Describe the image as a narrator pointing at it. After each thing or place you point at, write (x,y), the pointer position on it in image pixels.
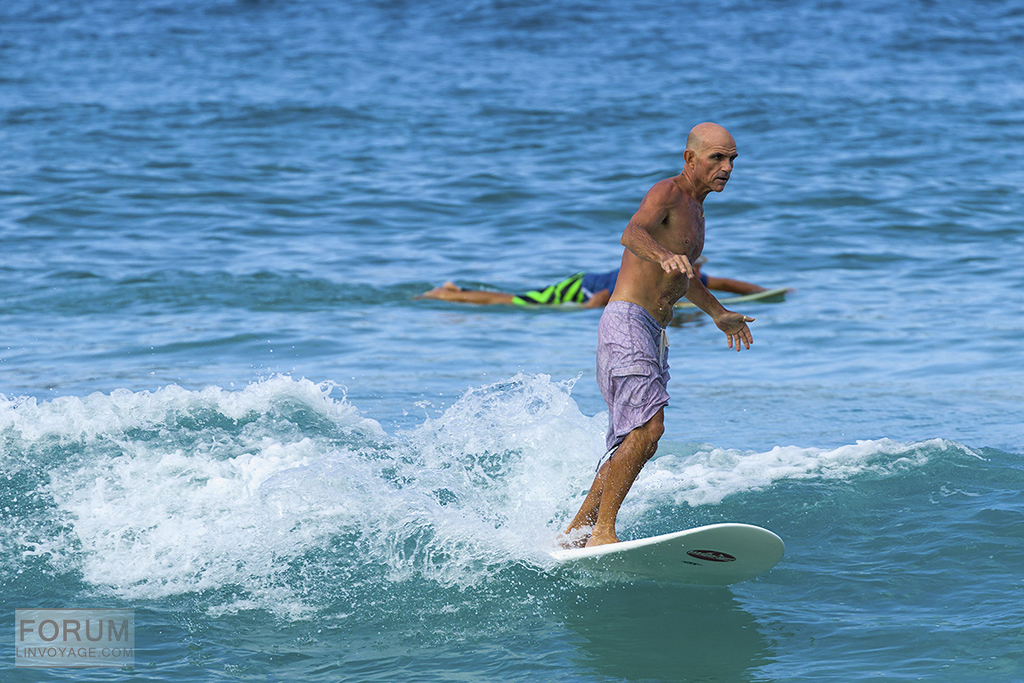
here we can see that a person (630,251) standing on the surfboard (681,543) in water (510,508), and at side a person (593,282) is lying on the water (546,333).
